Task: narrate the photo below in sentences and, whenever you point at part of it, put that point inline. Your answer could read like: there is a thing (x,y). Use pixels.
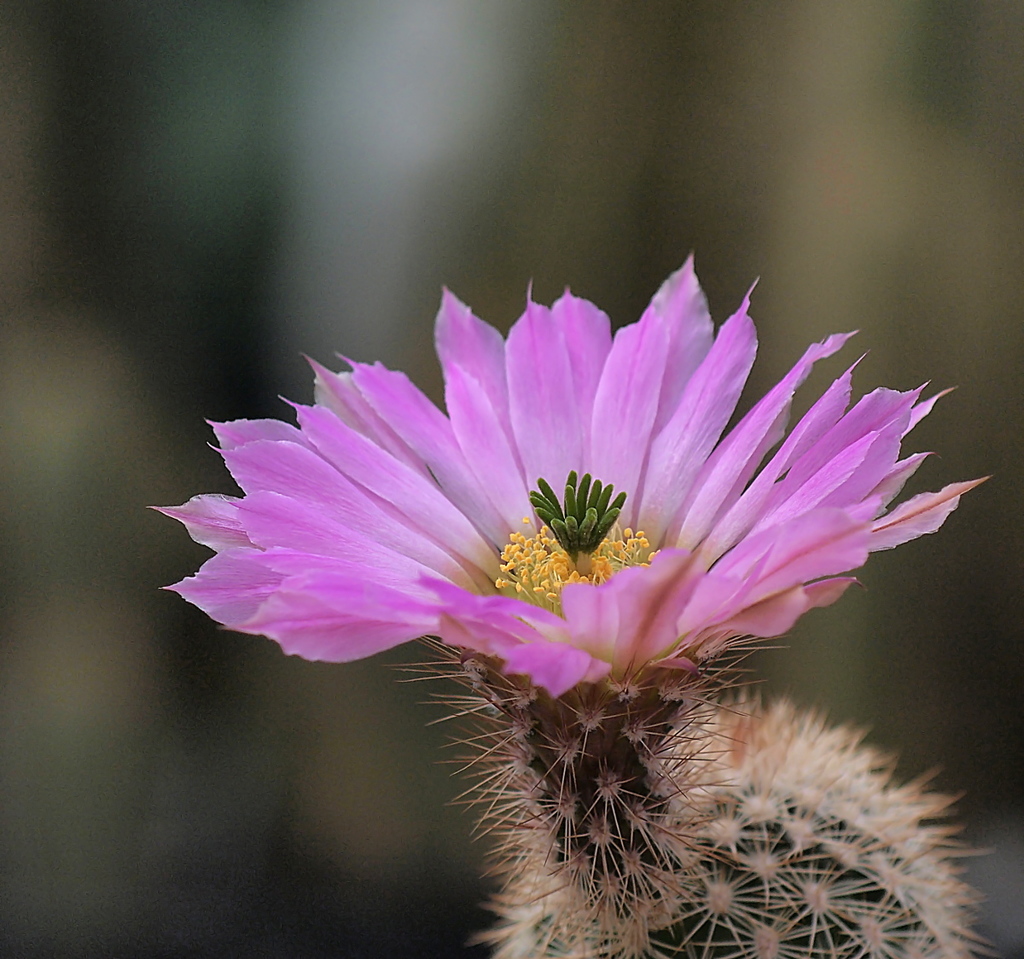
In this image there is a flower (554,488), there is a plant (746,828) towards the bottom of the image (879,834), the background of the image (306,813) is blurred.
